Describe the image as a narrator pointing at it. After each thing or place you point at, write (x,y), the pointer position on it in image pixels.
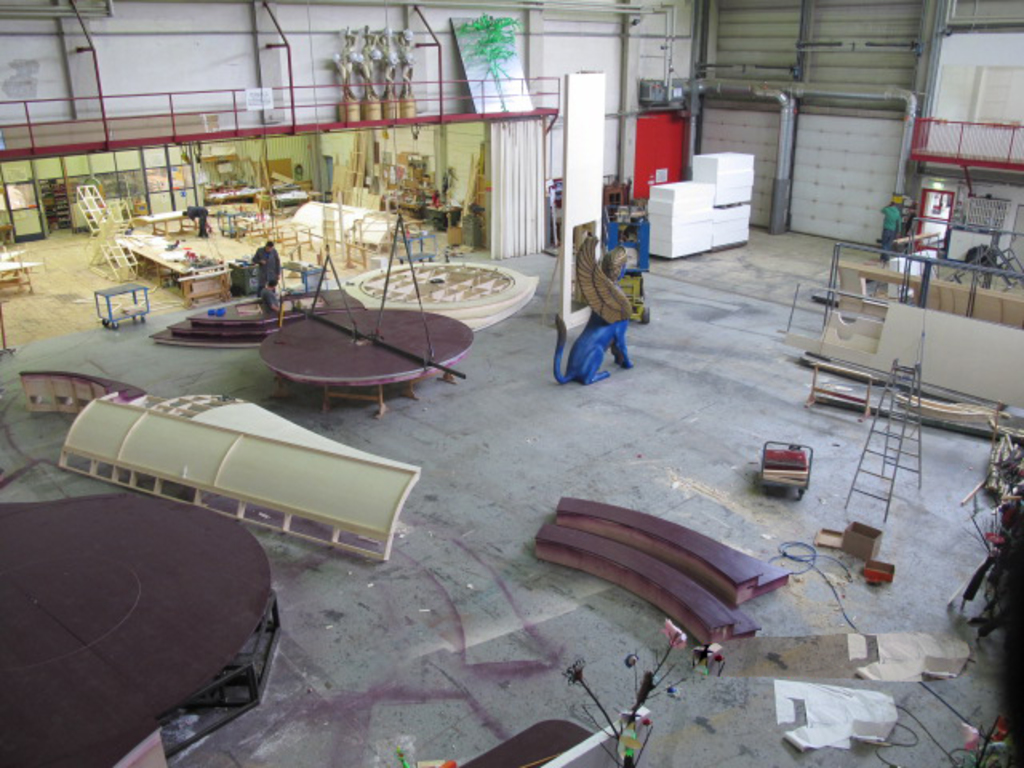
Here we can see a sculpture (610,342), ladder (869,472), tables (442,324), and metal objects (637,206). This is floor (624,457) and there is a person (897,205). Here we can see statues (347,87), boards (470,100), and wall (908,8).
